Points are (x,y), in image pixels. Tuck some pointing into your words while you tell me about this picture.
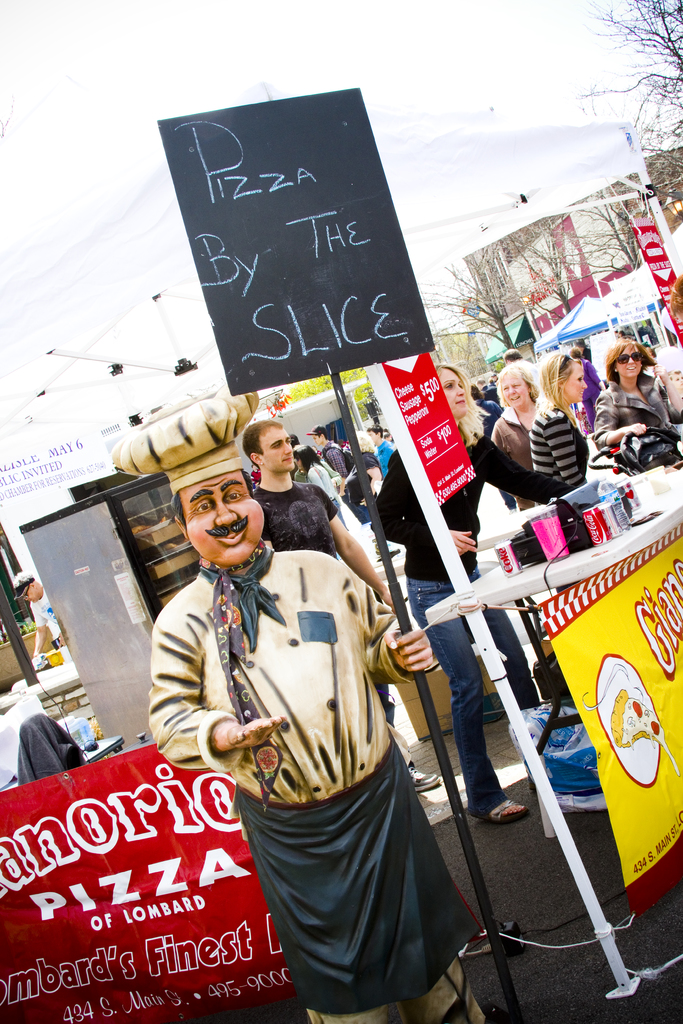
This picture shows few people (371,438) standing and we see a statue (183,472) with a board (347,361) and we see couple of banners (628,577) and a table (638,532) with some cups (565,542) and tins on it and we see buildings (519,294) and trees (502,298) and a umbrella (48,342) and a cloudy sky (4,96).
